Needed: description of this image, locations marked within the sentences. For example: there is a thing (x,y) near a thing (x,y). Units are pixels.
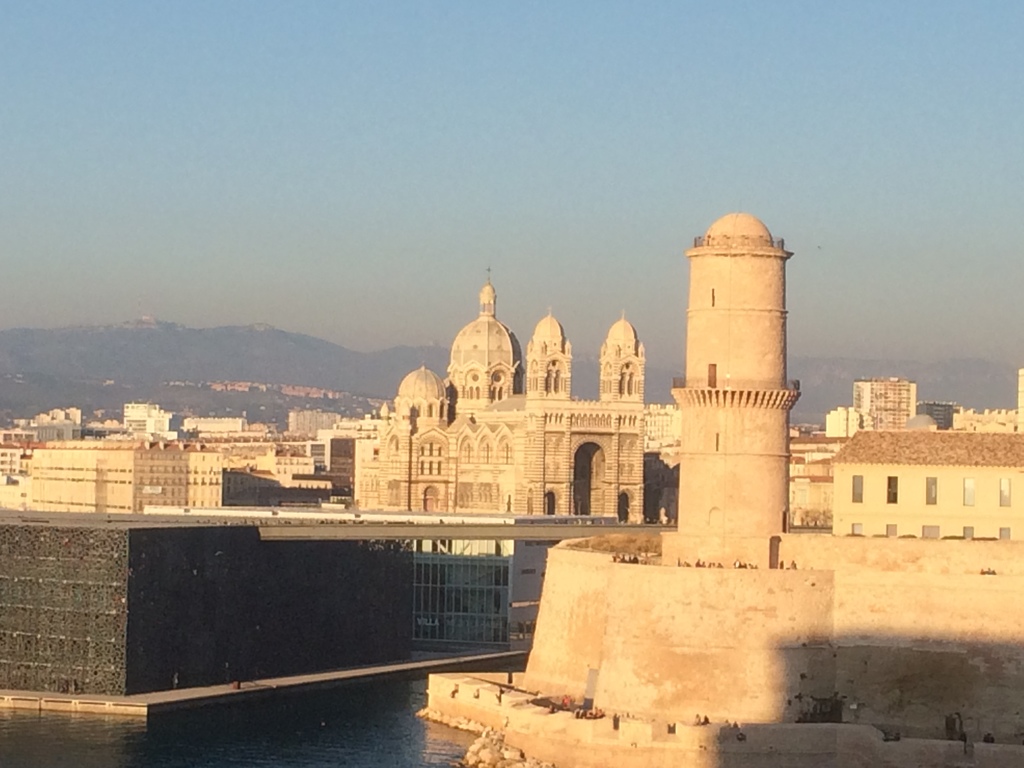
In this image there are buildings (7,457), water (338,705), and in the background (343,401) there are hills (243,351), sky (765,135).
